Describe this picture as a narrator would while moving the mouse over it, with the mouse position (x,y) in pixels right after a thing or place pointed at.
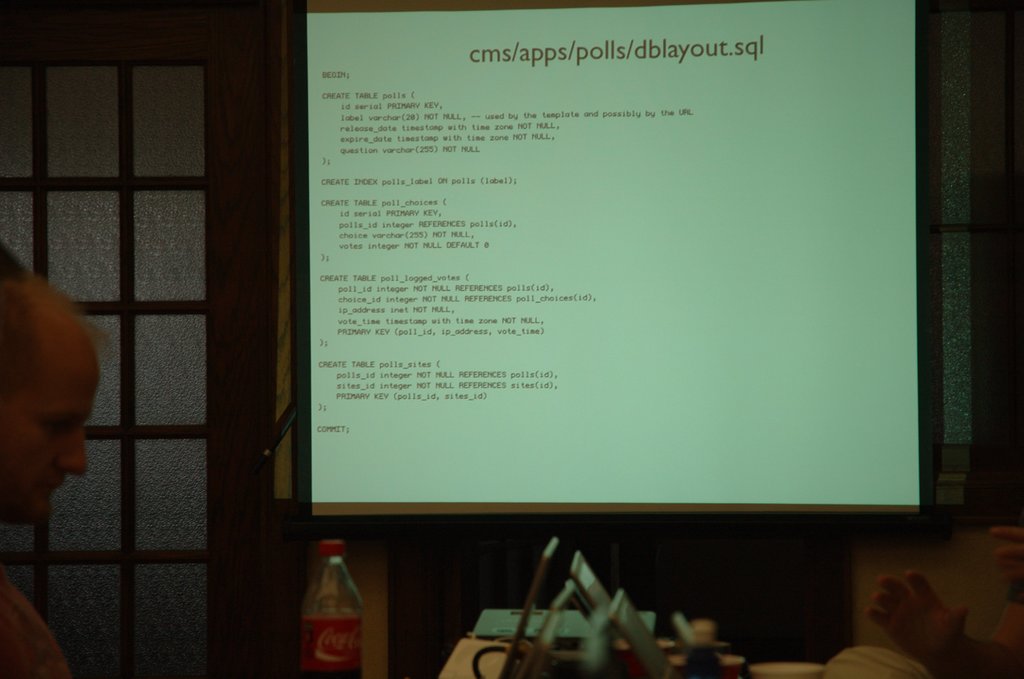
There is a screen (576,408) projecting code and at one corner there is a man (9,609) standing.
